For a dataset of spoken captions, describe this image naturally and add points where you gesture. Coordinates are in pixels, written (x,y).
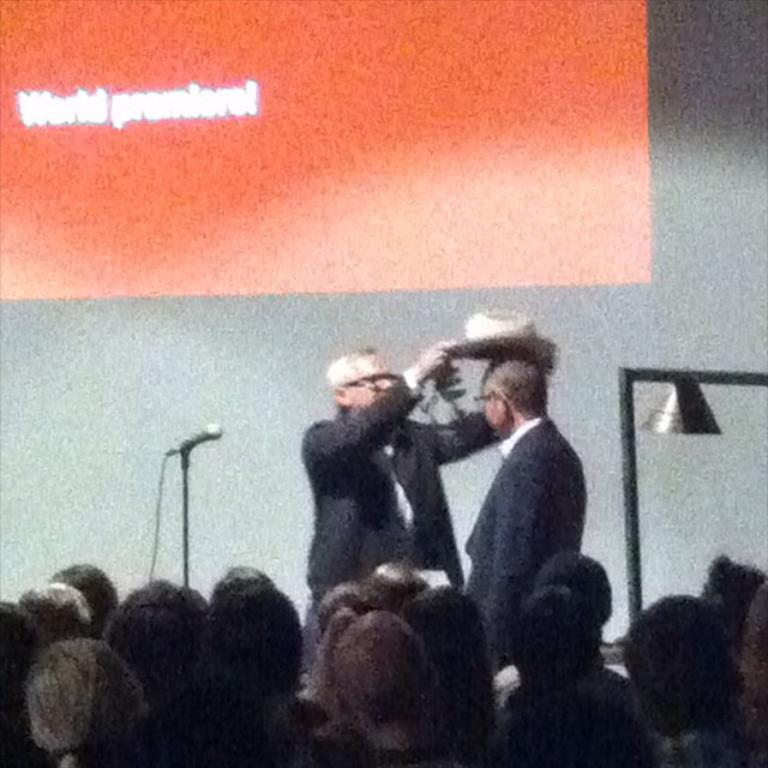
In the picture we can see two men (487,594) are standing and they are in blazers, and shirts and one man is keeping a hat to other and beside them we can see a microphone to the stand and in front of them we can see some people (66,767) are sitting and in the background (478,386) we can see a wall (4,552) with a screen (125,170) with some name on it.
